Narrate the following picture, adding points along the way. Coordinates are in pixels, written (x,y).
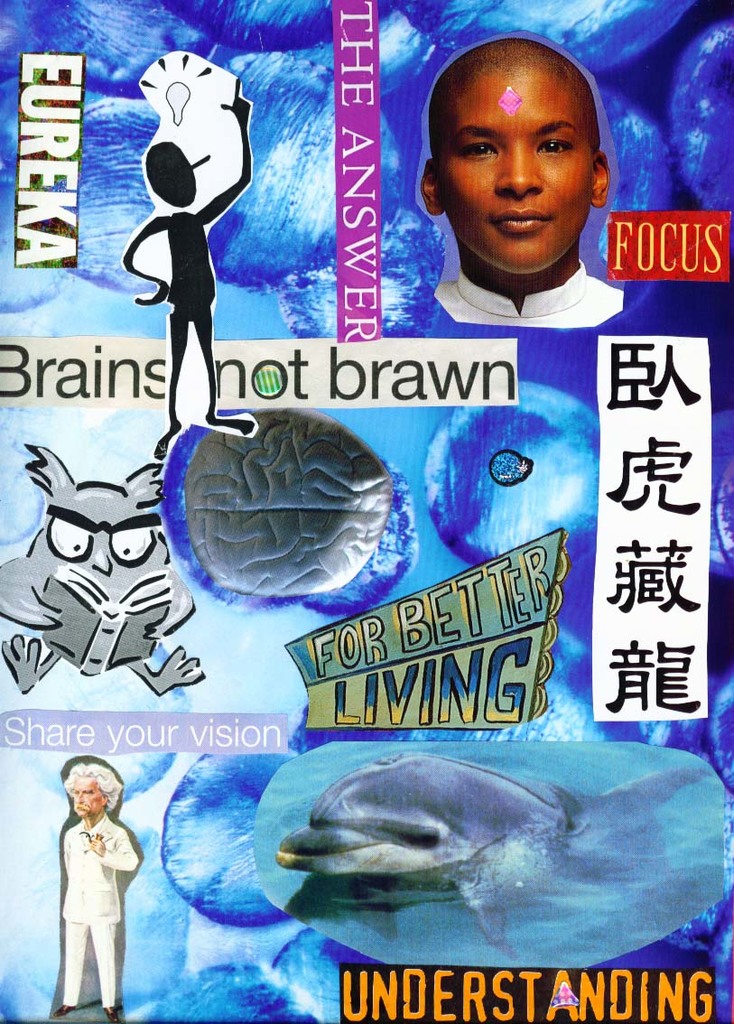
It is an edited image with text (273,357) and cartoons (76,646) on it.
